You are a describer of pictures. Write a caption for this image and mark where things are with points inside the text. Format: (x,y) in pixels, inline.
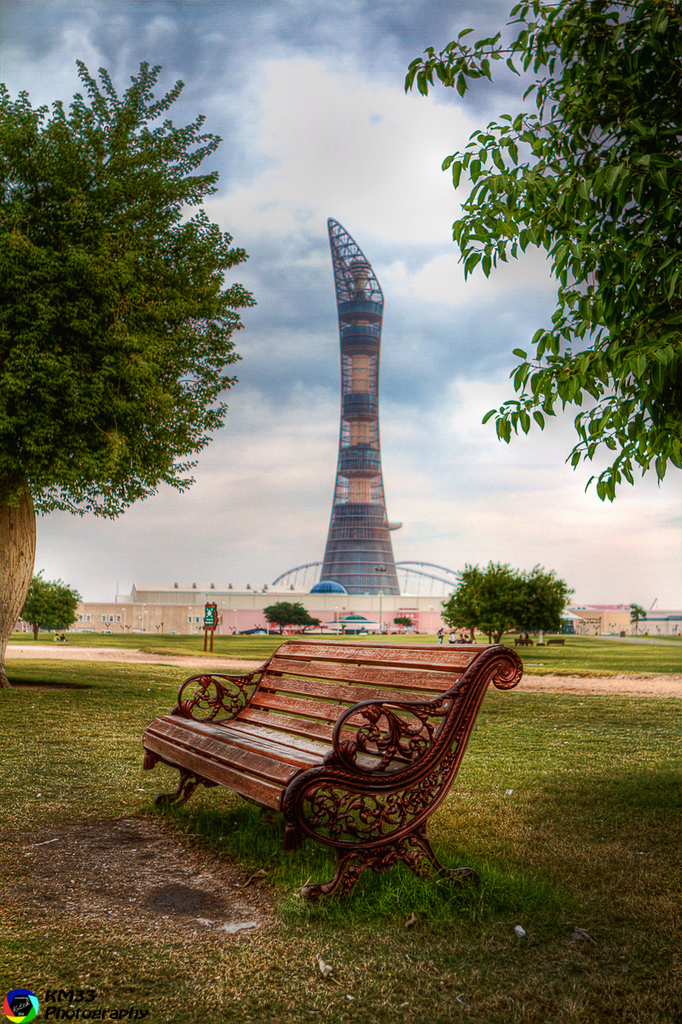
In the center of the image (415,655) there is a bench (375,810) and we can see a tower (362,566). There are trees (639,614). On the right (580,466) there are sheds (625,607) and sky (441,403).
